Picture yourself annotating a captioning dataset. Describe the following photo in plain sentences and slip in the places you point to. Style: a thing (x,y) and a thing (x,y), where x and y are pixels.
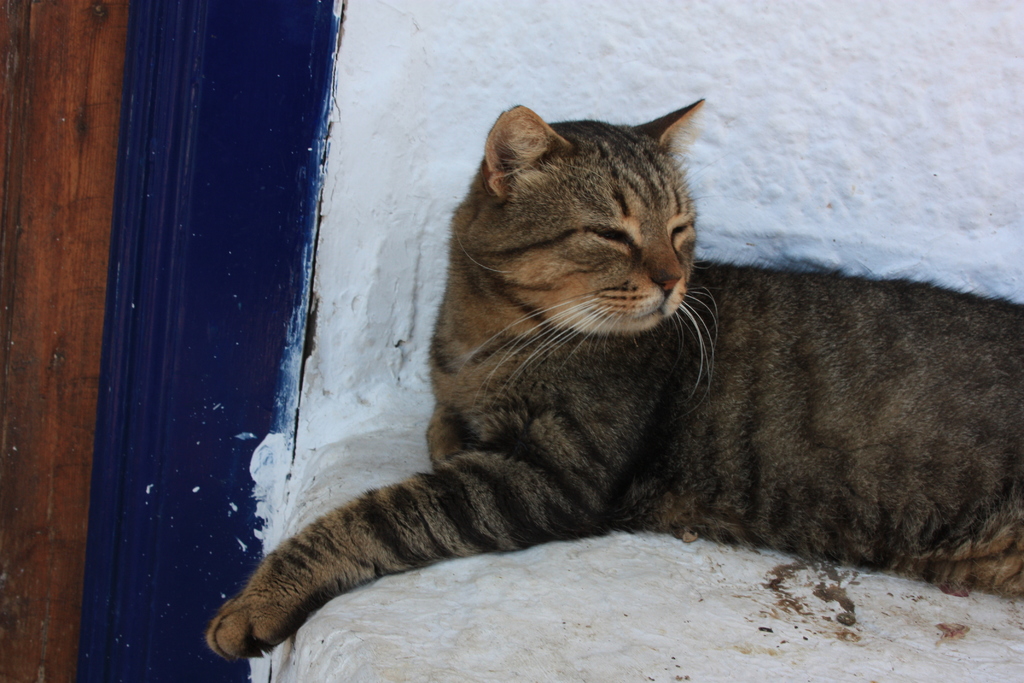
In this image we can see a cat (599,524) on a wall (599,556). We can also see a door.
